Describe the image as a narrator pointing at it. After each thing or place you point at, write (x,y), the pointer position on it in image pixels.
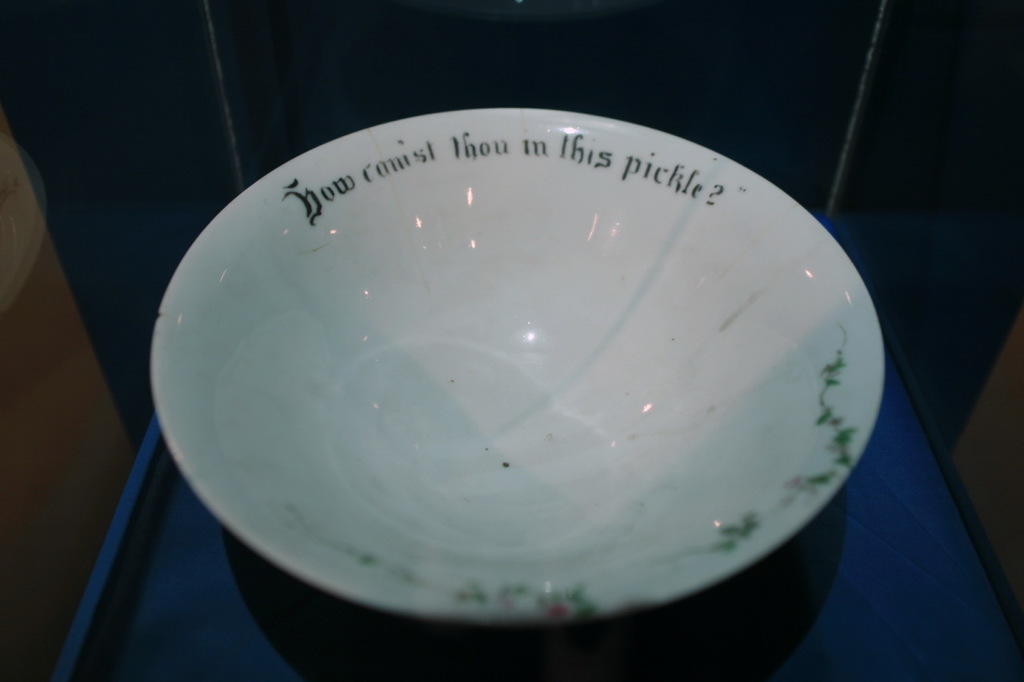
In this picture we can observe a white color. There is a black color text (532,142) on the white color bowl (421,225). This bowl (224,435) is placed on the blue color surface (164,567). The background (97,109) is completely dark.
